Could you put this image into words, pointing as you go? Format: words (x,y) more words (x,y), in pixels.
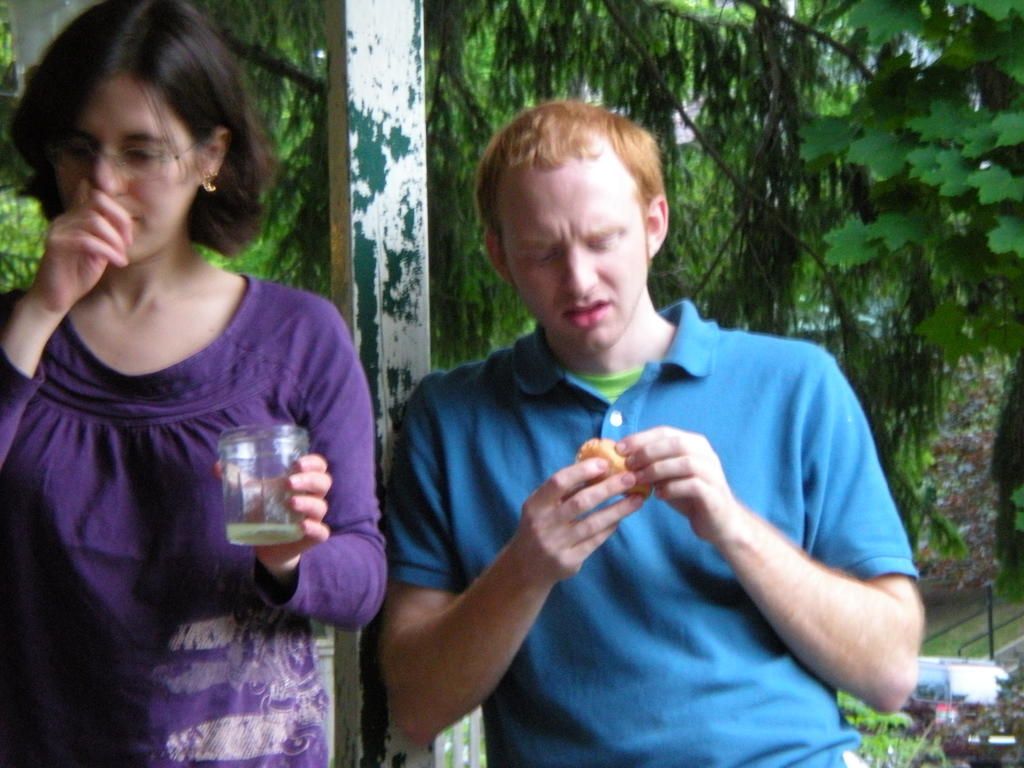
In this image, we can see people (599,354) and are holding objects (274,499). In the background (827,134), there are trees (317,228) and we can see poles (992,627).
